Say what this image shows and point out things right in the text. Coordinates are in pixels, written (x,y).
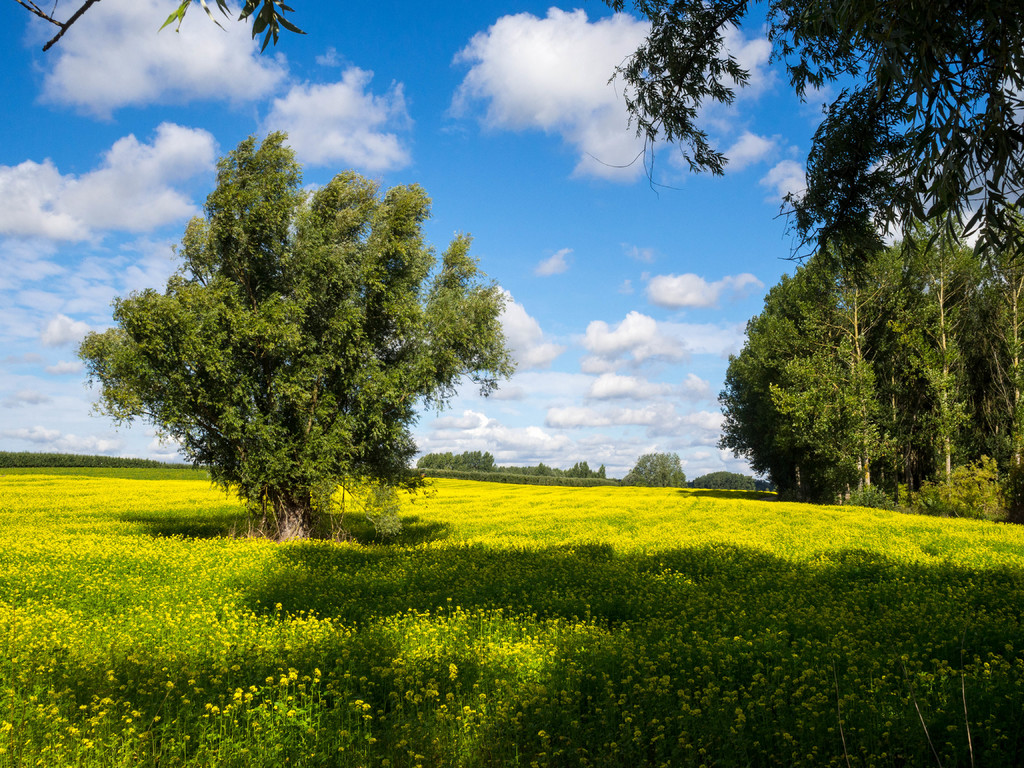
In this picture I can observe some plants (241,589) on the ground (604,641). I can observe some trees (364,304). In the background (160,154) there are some clouds (400,105) in the sky (497,265).
